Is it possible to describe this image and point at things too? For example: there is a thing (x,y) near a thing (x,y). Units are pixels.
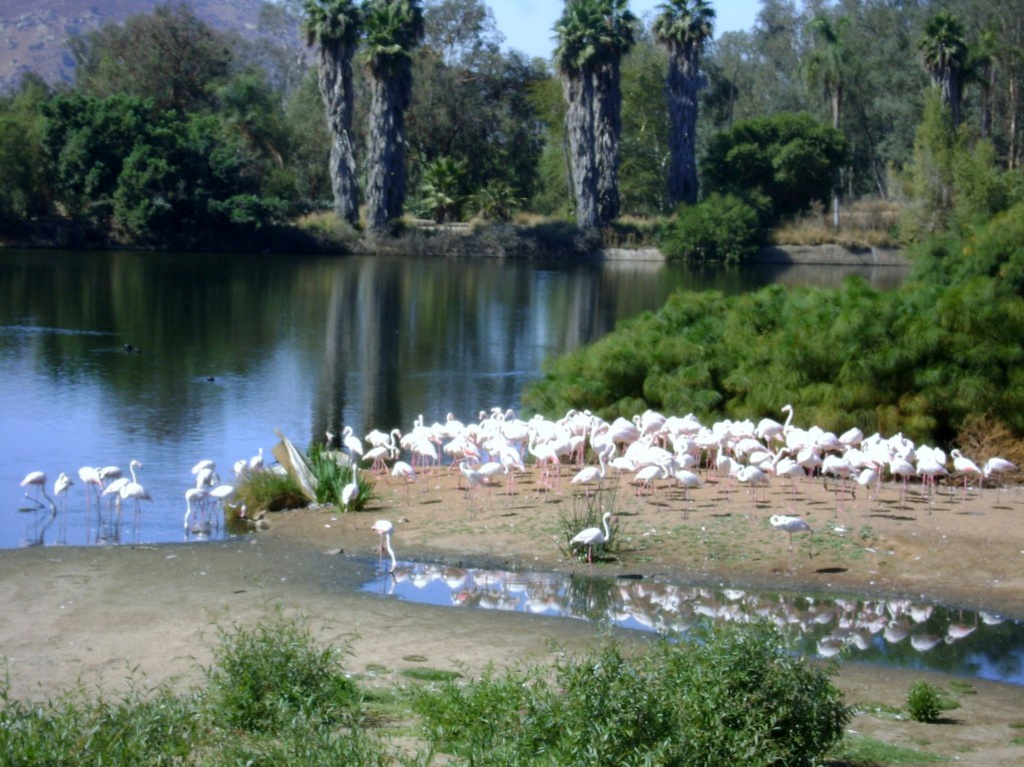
In this image I can see there are many flamingos (30,479), some are on the ground (438,471), some are on the water (229,431). There is water (363,284) and at the back (938,160) there are many trees (506,68).
